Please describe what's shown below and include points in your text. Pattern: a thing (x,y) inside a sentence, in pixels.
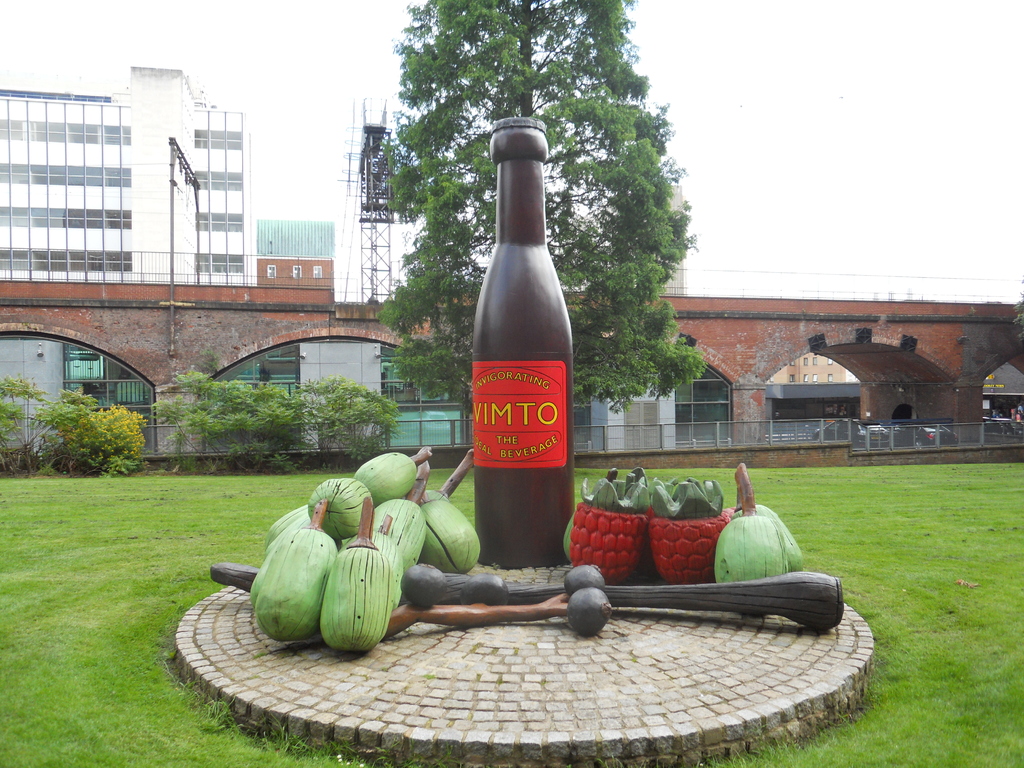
This picture is clicked outside. In the center (517,470) we can see the sculpture (529,261) of a bottle (520,304) and there are some objects (678,568) placed on the ground (399,674) and we can see the ground (200,482) is covered with the green grass (97,518). In the center (659,440) we can see the plants (236,387), railings (767,422) and the buildings (703,398) and some metal rods (355,205) and a tree (567,66). In the background (899,54) there is a sky (861,94) and we can see the buildings (261,265).
